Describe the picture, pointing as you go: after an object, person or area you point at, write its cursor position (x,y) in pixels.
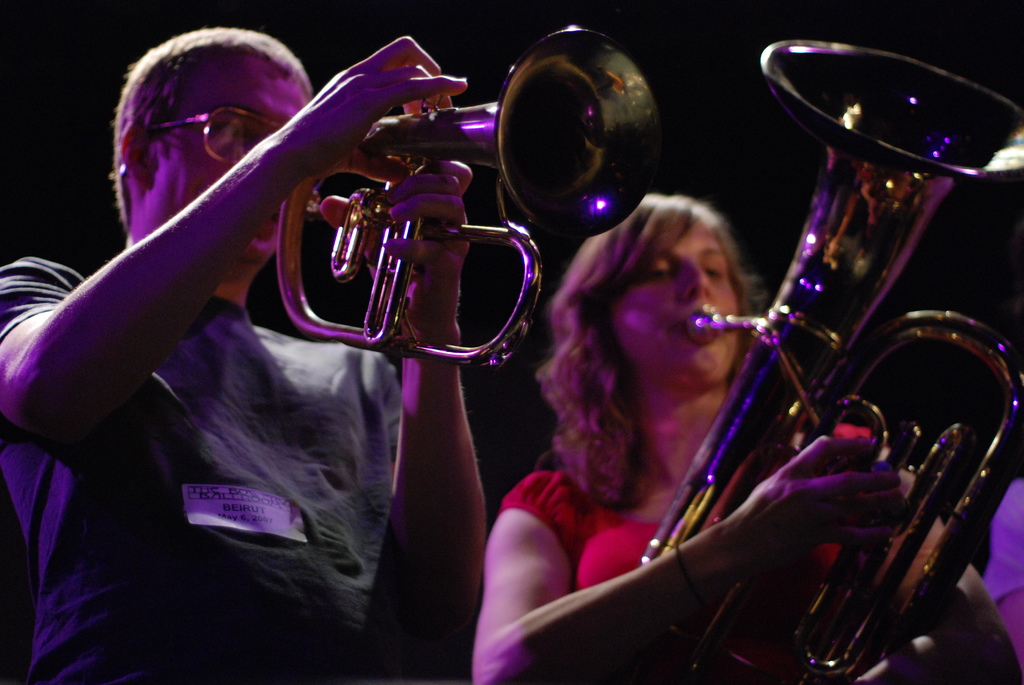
In this image, we can see a few people (632,415) standing and playing musical instruments (927,224).
